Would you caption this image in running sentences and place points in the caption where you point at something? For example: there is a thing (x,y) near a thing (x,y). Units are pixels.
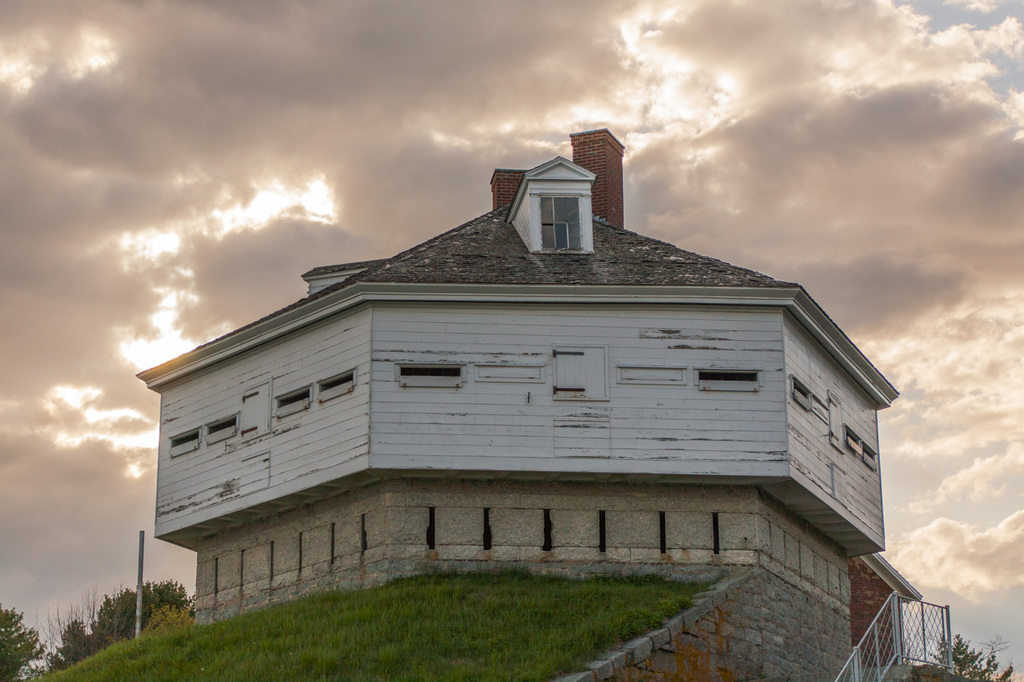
In this image we can see a house (548,312) with windows (551,245), roof (545,272) and a staircase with the railing (863,673). We can also see some grass (439,658), a pole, trees (173,619) and the sky (29,299) which looks cloudy.
